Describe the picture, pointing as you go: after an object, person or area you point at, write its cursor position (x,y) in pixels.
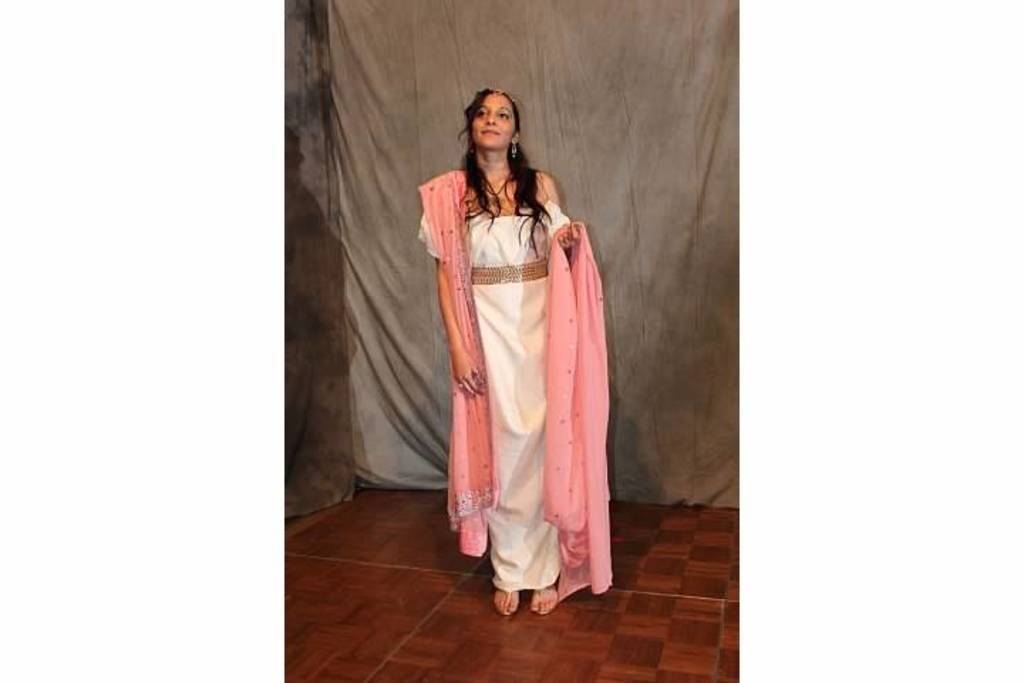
In this image, we can see a person (496,404) standing. We can see the ground (532,624). In the background (386,259), we can see some cloth (386,259).
